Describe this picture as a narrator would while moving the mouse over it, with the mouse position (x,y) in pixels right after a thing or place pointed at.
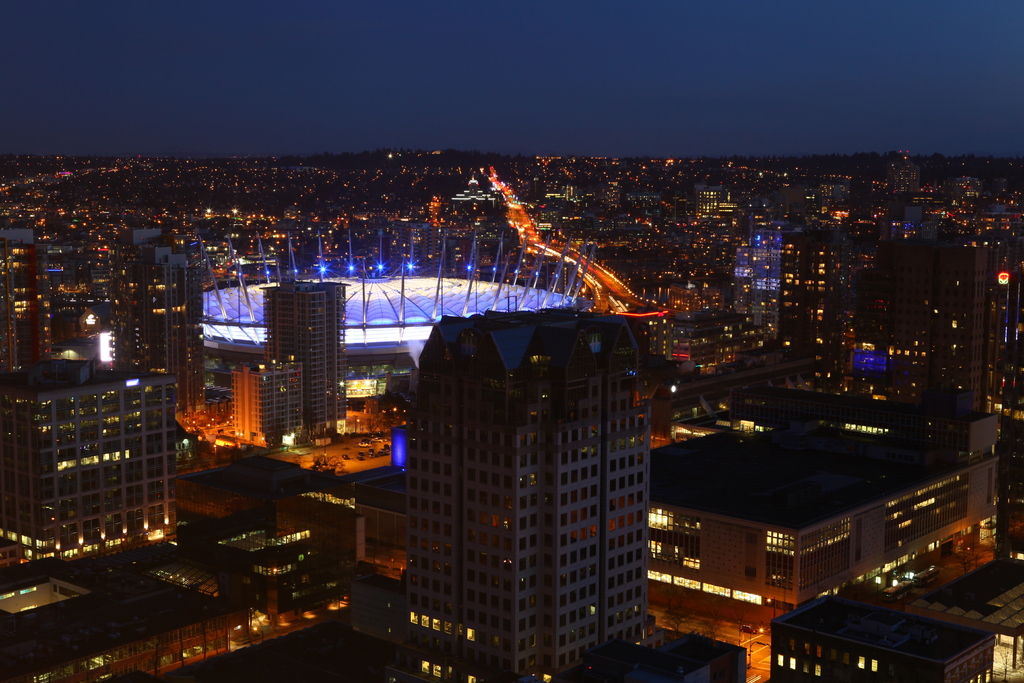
In this picture we can see buildings (901,388) with windows (95,457), lights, roads (761,638) and in the background (424,70) we can see the sky (535,70).
